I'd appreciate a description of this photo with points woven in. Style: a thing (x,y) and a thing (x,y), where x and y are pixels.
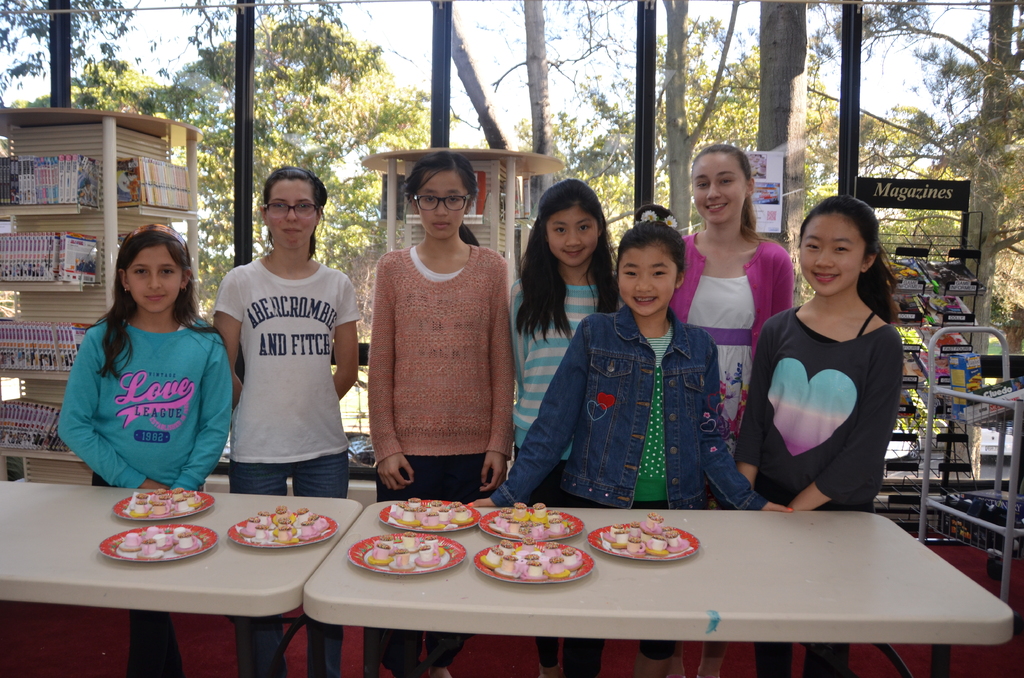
In the photograph, there are some kids (528,300) standing in front of them there are two tables (56,511) and there are some food items (172,542) on the table (518,597), behind them there are collection of magazines (904,279) and books (150,192) in the background (467,72) there is a window (441,20), outside the window (350,76) there are trees (330,61) and sky (471,19).
